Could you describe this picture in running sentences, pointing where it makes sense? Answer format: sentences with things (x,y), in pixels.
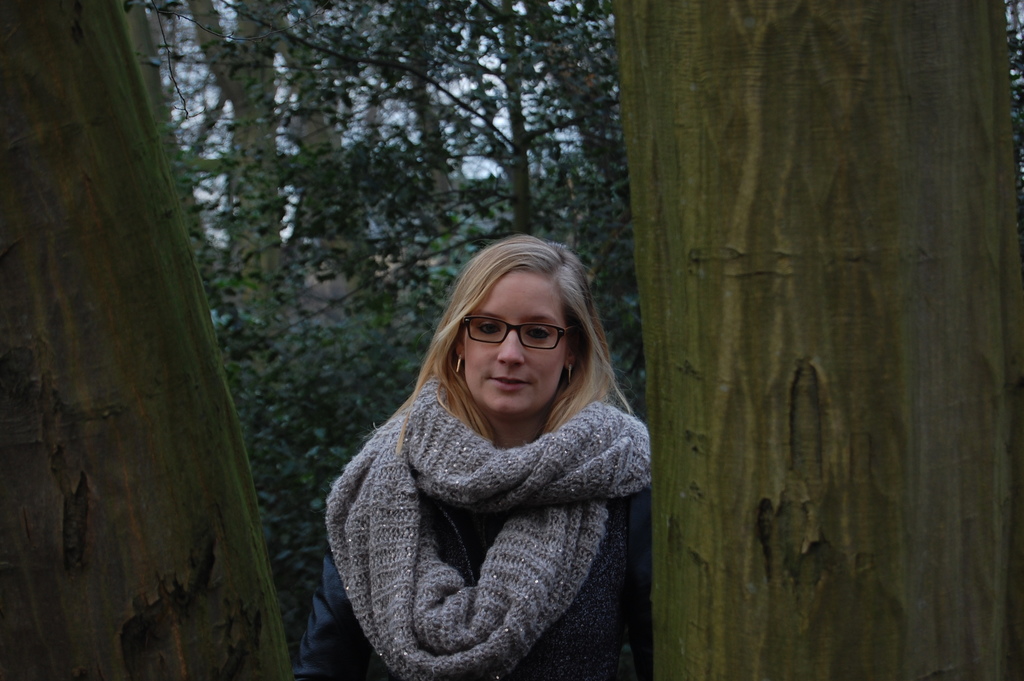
In this image through the trunks (207,395) of trees (243,604) we can see there is a woman (479,453) in between, behind the women (463,319) there are trees (394,160).
